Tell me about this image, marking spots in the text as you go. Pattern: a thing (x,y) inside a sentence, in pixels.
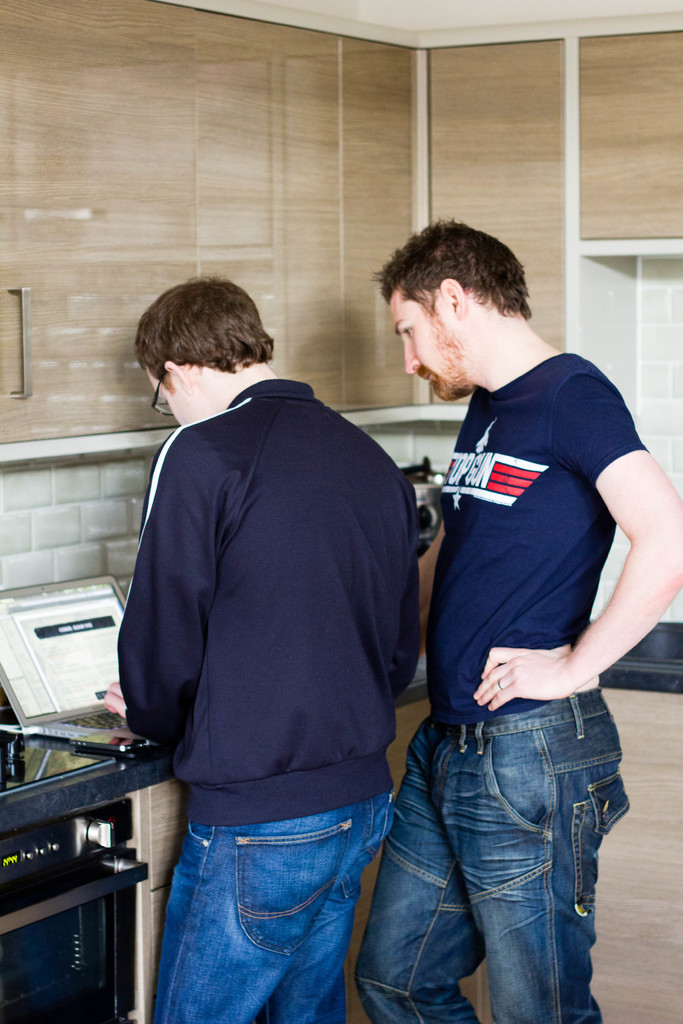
In this picture I can see there are two men (515,704) standing and the person (147,716) standing at left (201,714) is operating a laptop (62,685) and there is another person (471,713) standing at right (468,304), there are few wooden shelves (234,148) and it has handles (26,395). There is a micro oven (70,909) on the bottom left of the image (70,926).
